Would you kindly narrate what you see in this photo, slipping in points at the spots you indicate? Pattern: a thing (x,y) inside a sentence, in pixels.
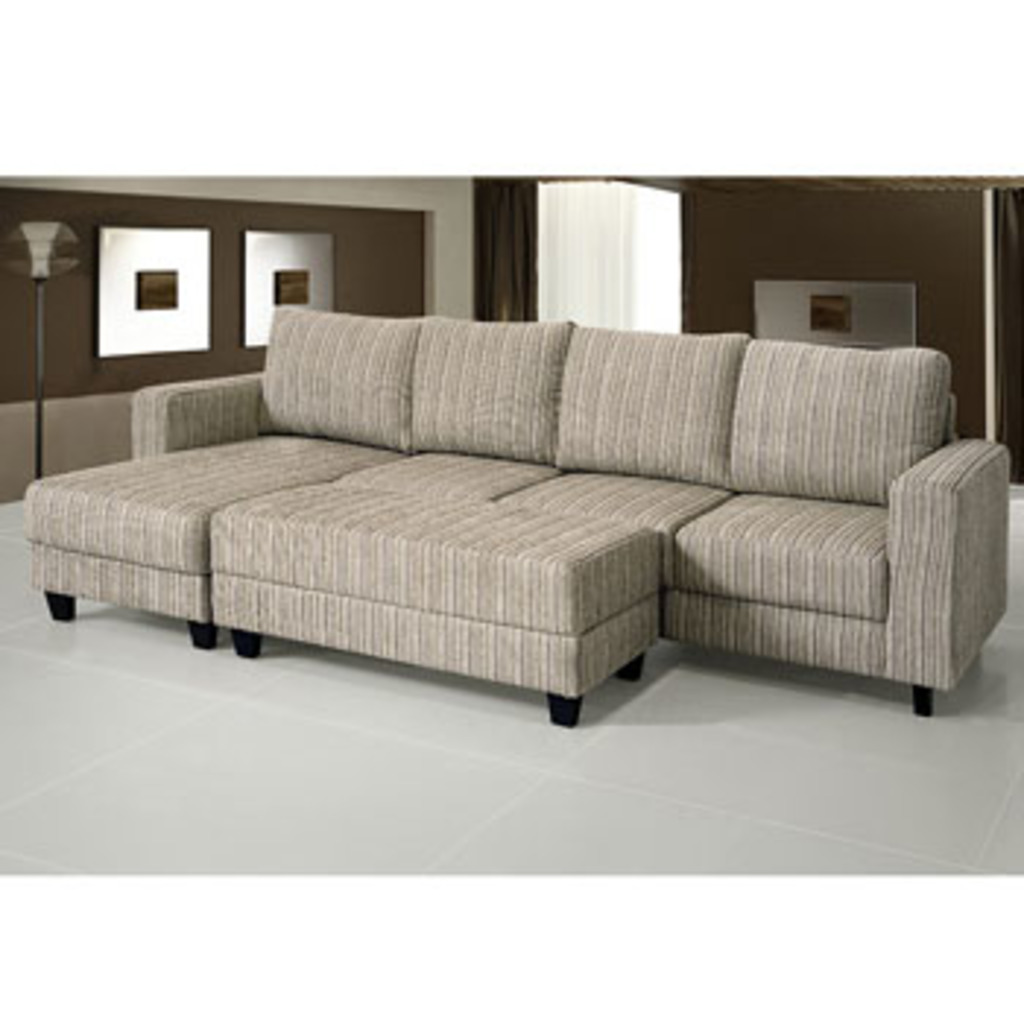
This is inside of the room (453,620) we can see sofa (452,558) on the floor (686,690). On the background (706,219) we can see curtains (626,215), wall (410,224).
